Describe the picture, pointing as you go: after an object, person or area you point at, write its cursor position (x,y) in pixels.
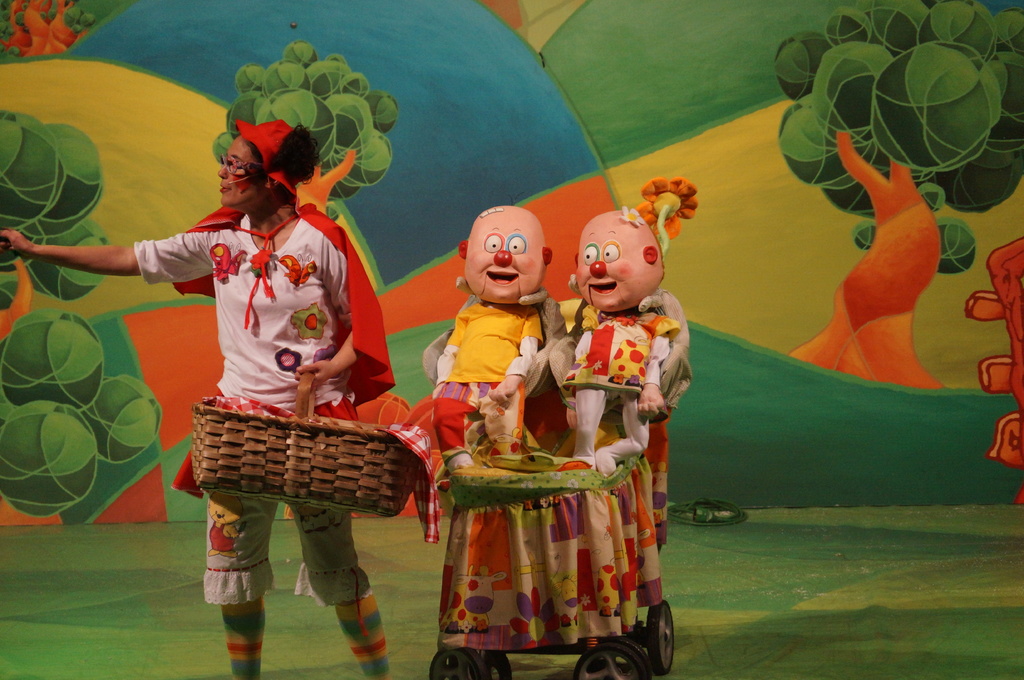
In this image we can see a person (258,289) wearing specs (237,163) and cap (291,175). And the person (273,307) is holding a basket (294,425). Inside the basket (298,401) there is a cloth (219,407). Near to the person (390,372) there are toys (610,296) on something (527,511) with wheels (586,652). In the background (378,41) there is a wall (152,84) with paintings (714,225).
